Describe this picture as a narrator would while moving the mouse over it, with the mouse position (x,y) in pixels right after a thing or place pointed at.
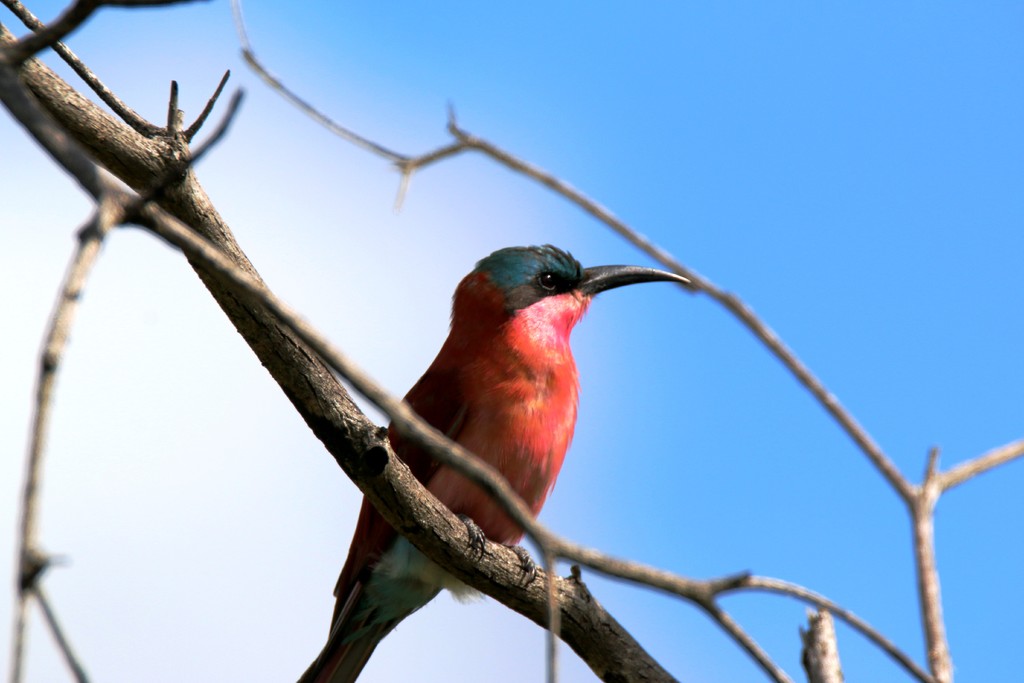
In the picture we can see a bird (446,426) standing on the dried stems (188,210) and in the background (809,298) we can see the sky (850,681).
